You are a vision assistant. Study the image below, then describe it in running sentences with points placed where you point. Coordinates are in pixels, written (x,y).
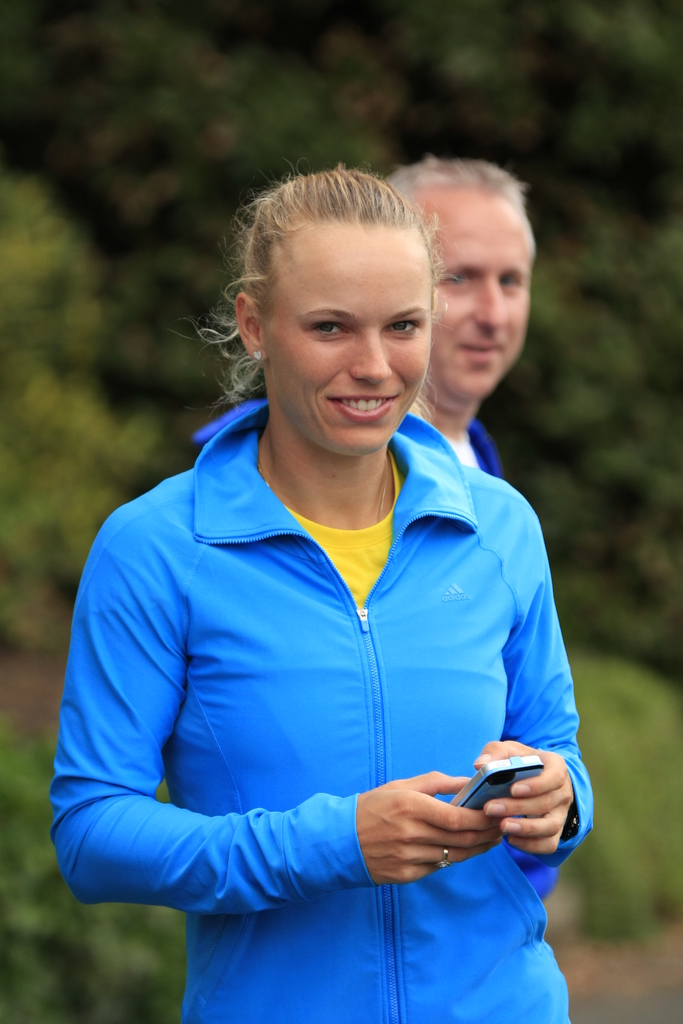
In this image in the foreground (251,689) there is one woman (310,572) and she is holding a mobile phone (483,777) and smiling, and in the background (458,308) there is one man (491,254) and some trees (527,361).
